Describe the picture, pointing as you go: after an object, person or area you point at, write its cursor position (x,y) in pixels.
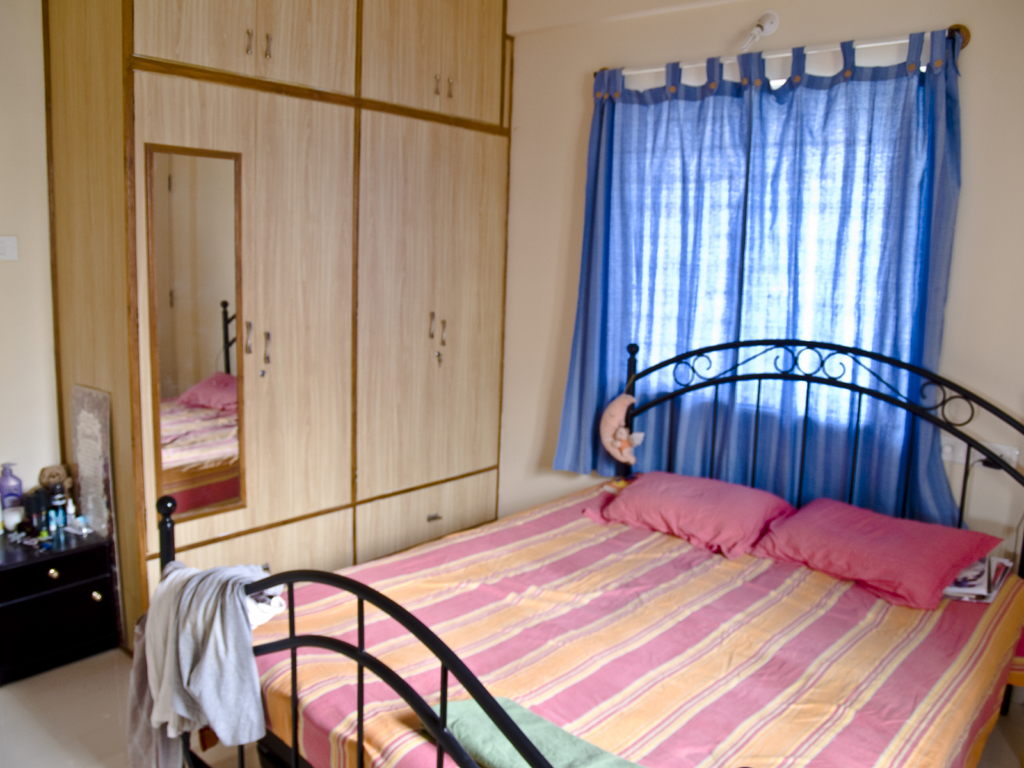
In the image we can see there is a bed (641,616) and there are pillows (718,527) kept on the bed (693,669). There are curtains (722,203) on the window (810,210) and there is a mirror (213,454) kept on the wooden wardrobe (502,263). There are cosmetic items (68,503) kept on the table (78,593) and there is a cloth (155,630) kept on the bed (372,612).
